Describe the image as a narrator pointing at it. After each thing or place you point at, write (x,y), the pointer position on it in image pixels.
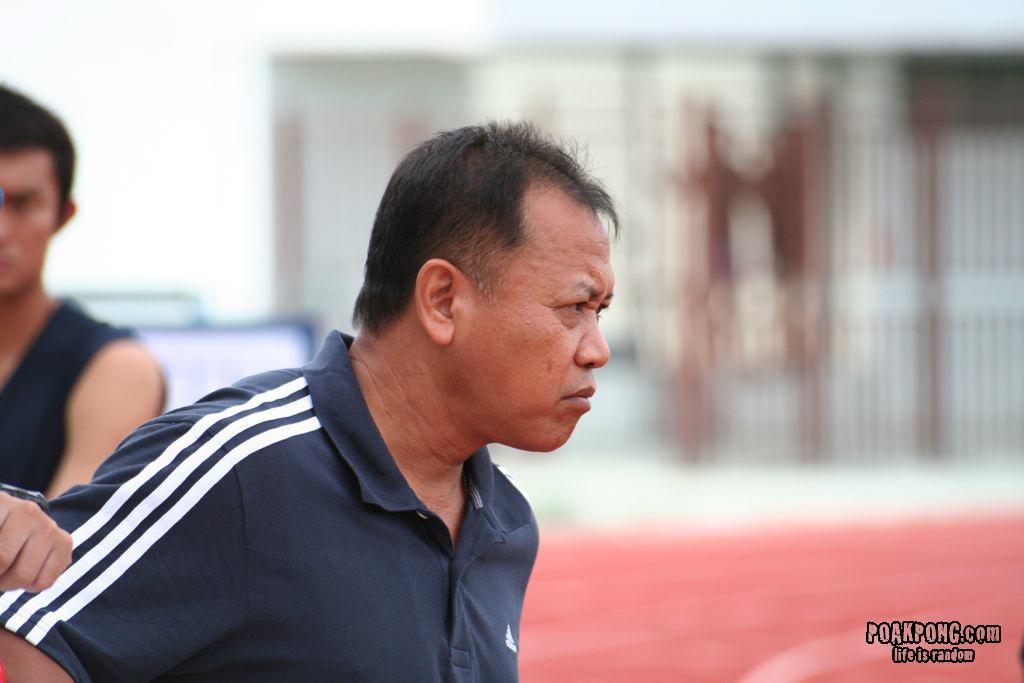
In this image there are persons (219,502) wearing blue color T-shirt (294,487).
